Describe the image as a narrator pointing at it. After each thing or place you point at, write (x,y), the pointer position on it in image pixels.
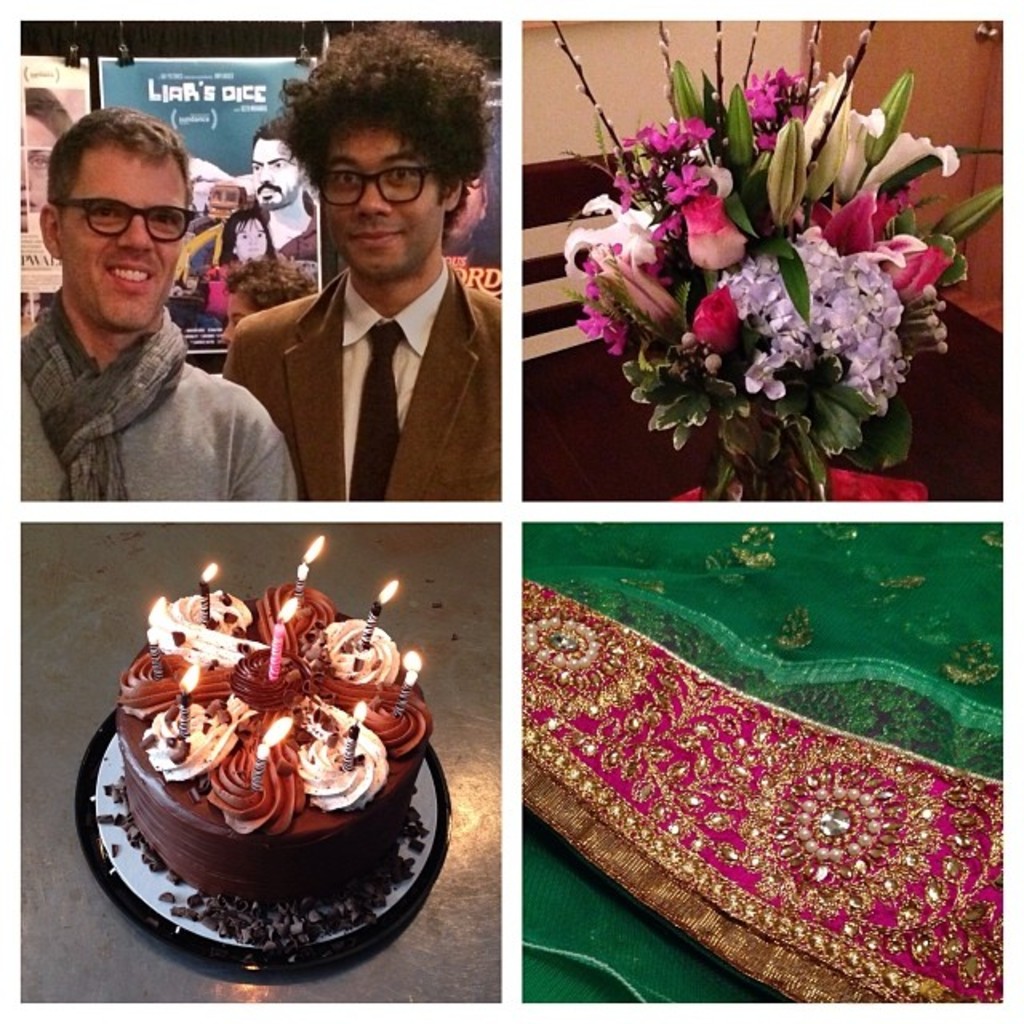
In this picture I can see there are two persons (54,392) wearing spectacle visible on the left side (85,207) and I can see a flower bouquet (859,375) visible on the right side (700,372) kept on table (534,491), at the bottom I can see a cake (347,665) kept on plate (159,878), on the top of the cake (353,641) I can see candles (358,721) and cake (286,767) is visible on left side (327,605) at the bottom (299,890), and I can see a colorful cloth (707,752) with design (863,799) visible on right side (944,771) at the bottom (700,823).
